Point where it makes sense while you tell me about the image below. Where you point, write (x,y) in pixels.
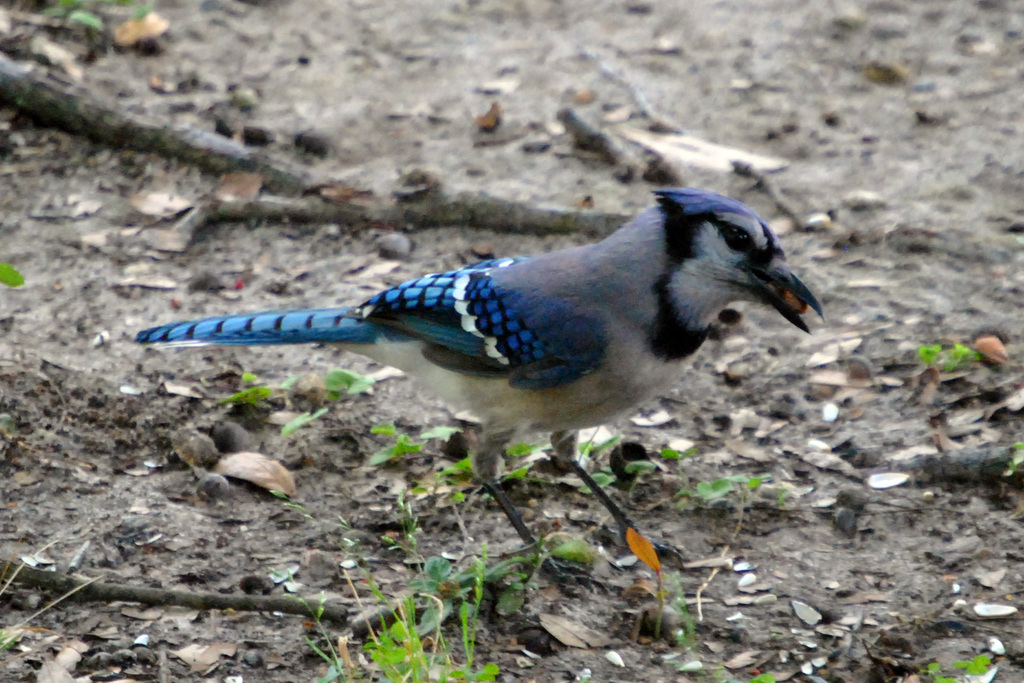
In this picture we can see a bird (714,226), plants (473,635) and sticks (214,172) on the ground (815,185).
